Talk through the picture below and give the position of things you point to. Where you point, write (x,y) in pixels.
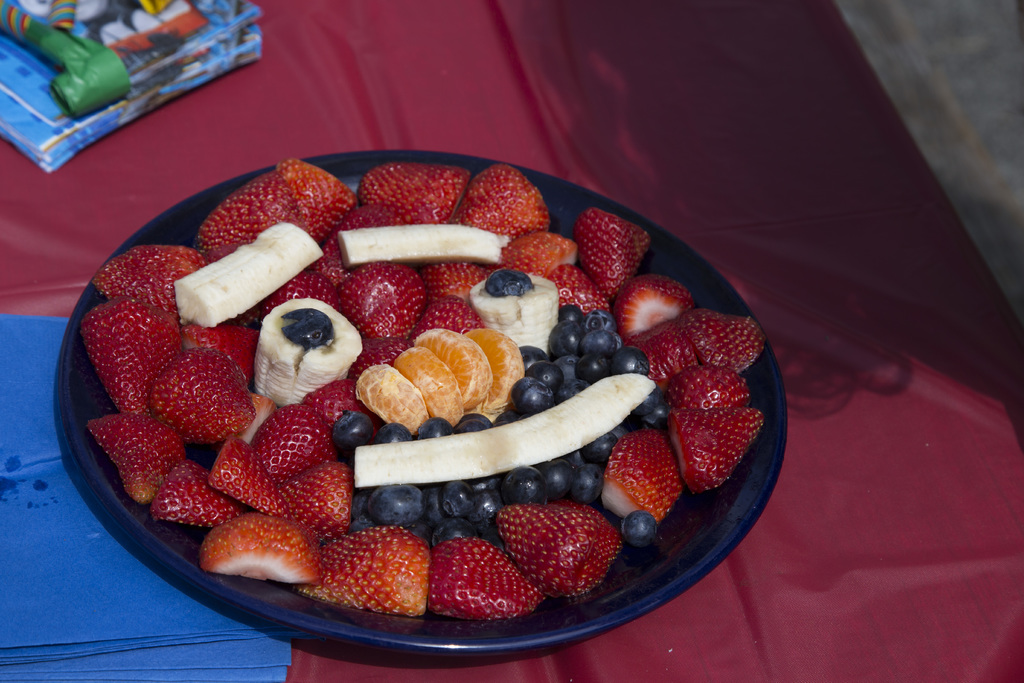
In this picture, we see a bowl (674,565) containing fruits (334,358) like blueberries (376,522), strawberries (412,545), orange (495,393) and bananas (320,360) is placed on the table (843,506). This table (707,194) is covered with maroon color sheet (521,116). We see blue color covers (85,576) and something in blue and green color are placed on the table (56,187).
